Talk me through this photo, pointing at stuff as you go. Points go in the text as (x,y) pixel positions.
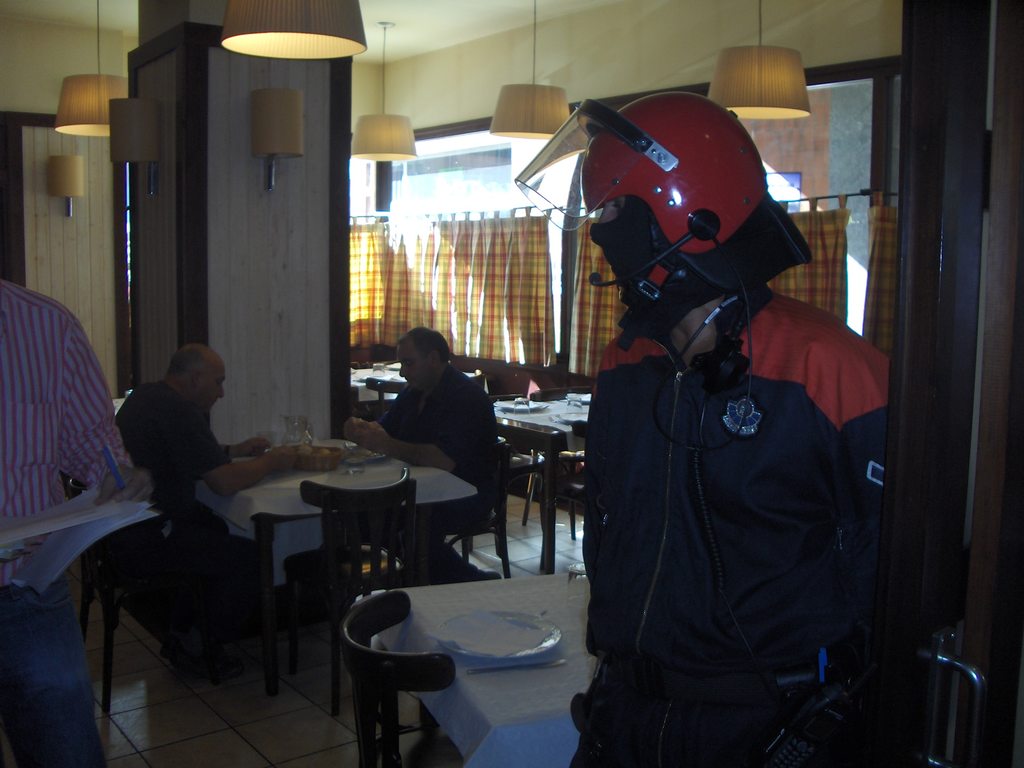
The picture is clicked inside a restaurant (271,529) where there are two people (441,445) sitting on a white table (257,505) and there are few guys (645,496) on both the sides of an image one wearing a helmet (699,231). There are few unoccupied tables (376,378) in the picture. There are also curtains (493,315), lamps (367,142) fitted to the roof (450,35).
